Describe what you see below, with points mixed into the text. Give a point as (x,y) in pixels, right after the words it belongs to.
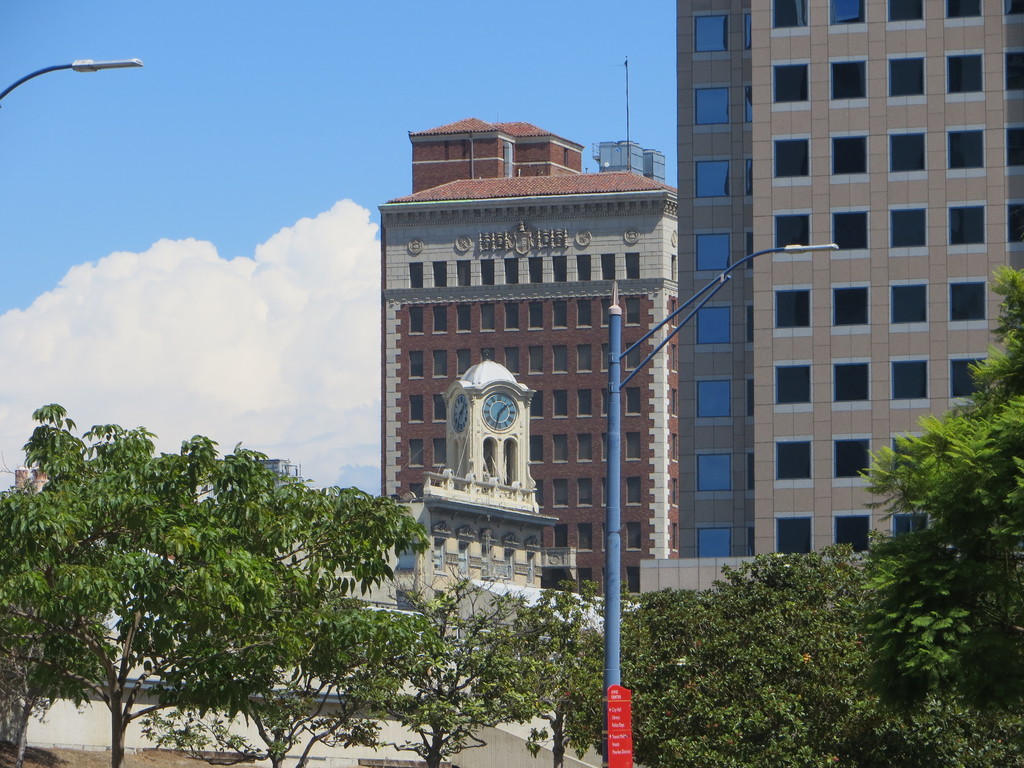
In this picture we can see few trees (791,650), poles (605,625) and buildings (568,271), and also we can see clocks (457,401) and clouds (137,337).
